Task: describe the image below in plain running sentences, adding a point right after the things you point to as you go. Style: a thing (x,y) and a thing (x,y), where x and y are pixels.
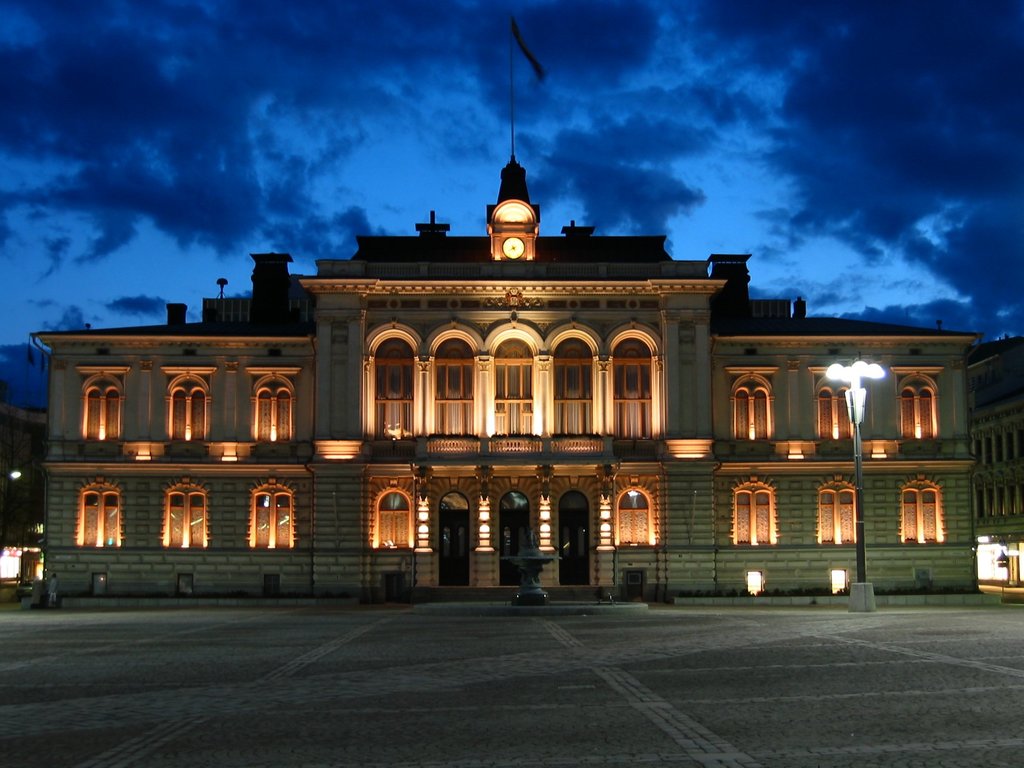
this is the big palace (530,222) and this is a clock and this is the parking area (758,653).
